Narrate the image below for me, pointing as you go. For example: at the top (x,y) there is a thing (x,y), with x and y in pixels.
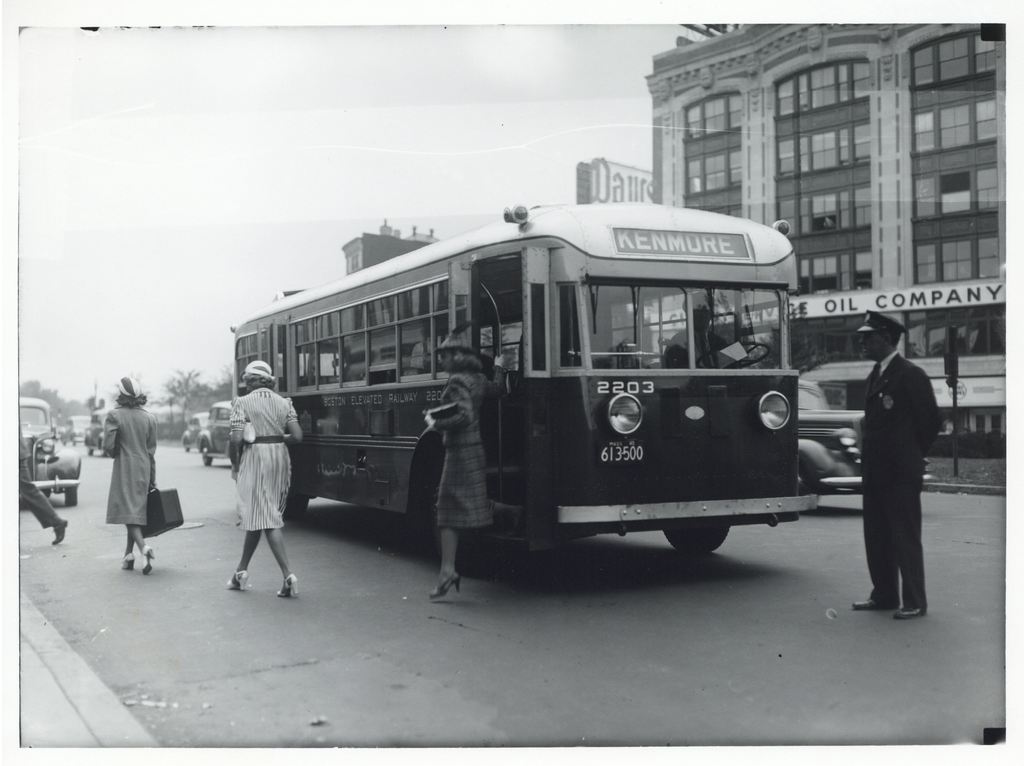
In the image some people (465,456) are getting down from the bus (643,495) and behind the bus (678,337) there is an oil company (860,133), there are few other vehicles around the bus (549,410) and there is a person (868,452) standing in front of the bus (649,446).
